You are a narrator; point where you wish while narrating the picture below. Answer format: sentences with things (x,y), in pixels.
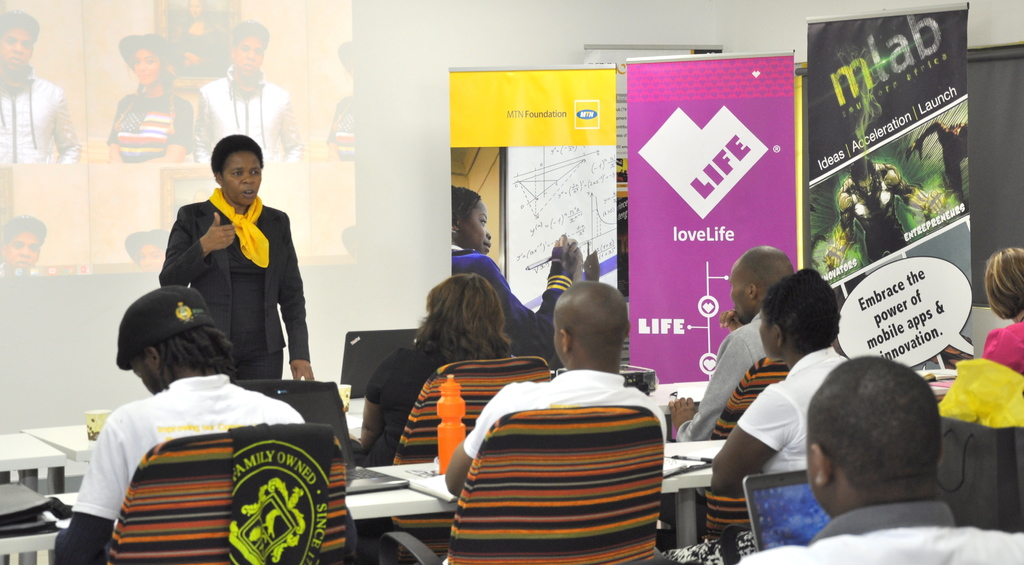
Here in this picture, in the front (555,399) we can see some people (815,354) sitting on chairs (208,440) with table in front of them having laptops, books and bottles (449,413) cups (96,441) present and in front of them we can see a woman (241,247) standing over a place and speaking something and behind her we can see projector screen (143,48) with something projected on it and beside her we can see some banners (584,188) present.
